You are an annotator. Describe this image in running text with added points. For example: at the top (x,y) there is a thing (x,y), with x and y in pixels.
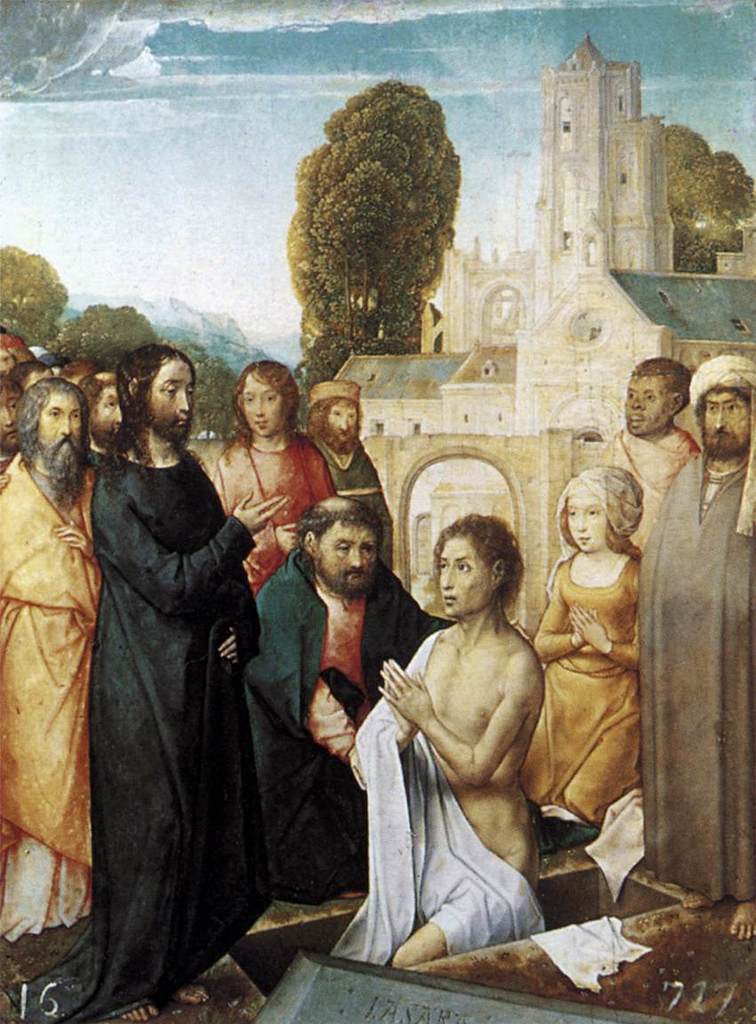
In this picture I can see a painting (464,253), there are group of people (313,597), there is a building (440,478), there are trees (360,185), and in the background (89,35) there is the sky (20,28).
